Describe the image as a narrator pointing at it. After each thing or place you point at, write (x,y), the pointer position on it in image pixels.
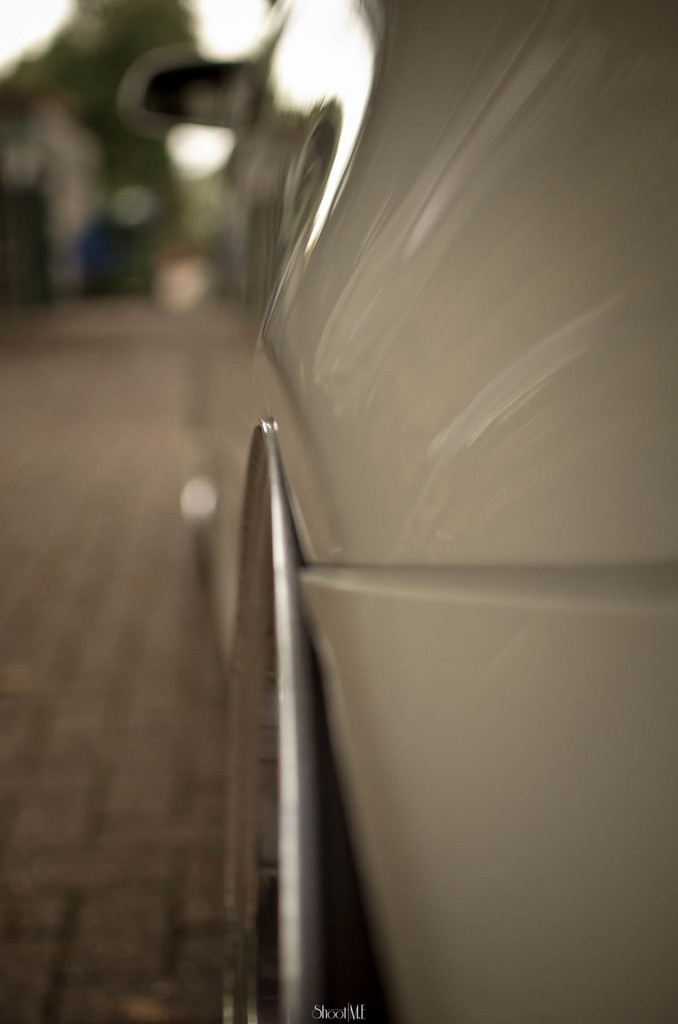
In this picture I can see the side view of a vehicle (419,402), there is blur background (145,22) and there is a watermark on the image.
